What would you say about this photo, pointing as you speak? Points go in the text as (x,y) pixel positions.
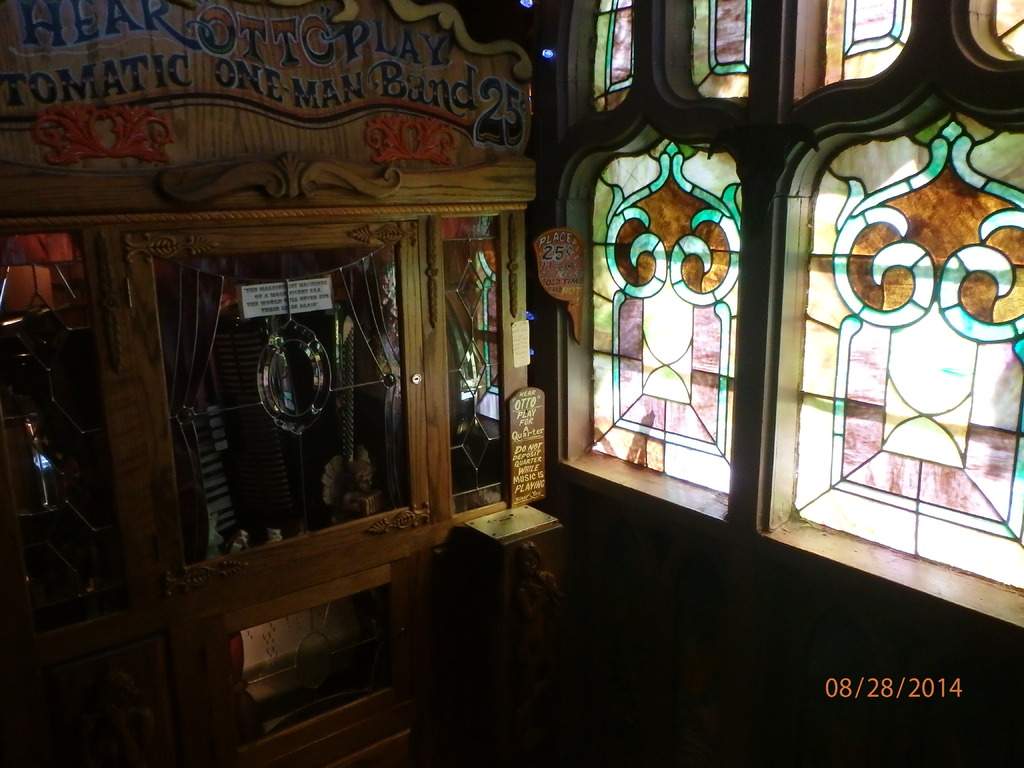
In this image there is a wooden cupboard (356,268) to which there are glasses (331,434). On the right side (701,250) there are windows (723,284) on which there is some design (702,290).
